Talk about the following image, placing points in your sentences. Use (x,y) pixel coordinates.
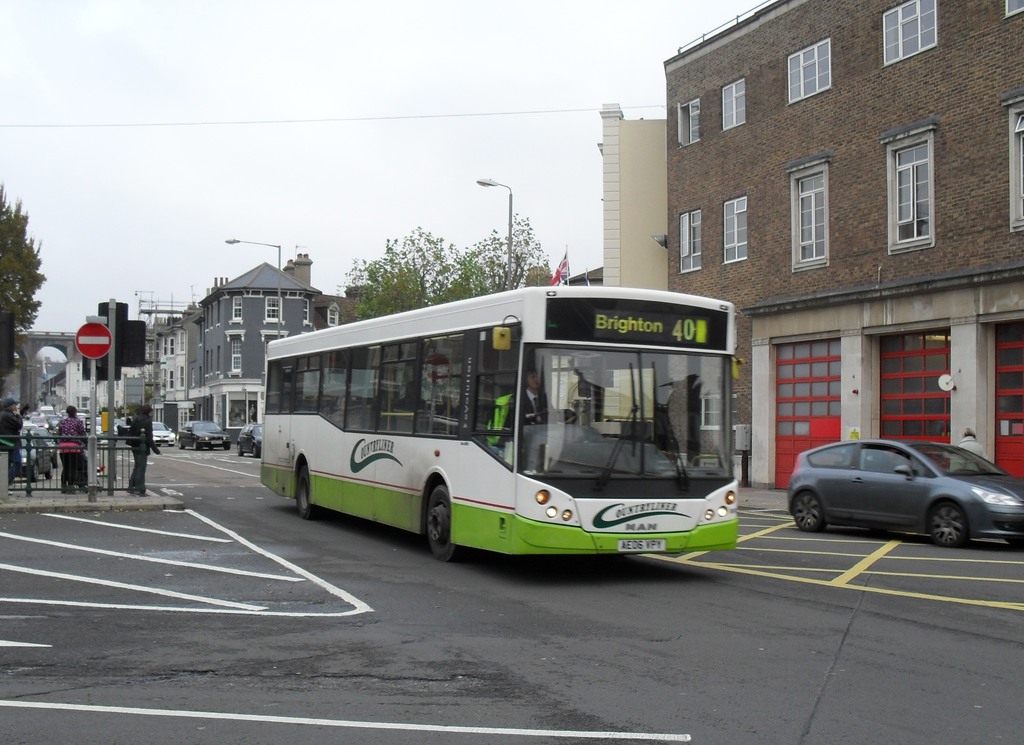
In this image I can see roads (398,538) and on it I can see white lines (155,559), yellow lines (889,551), a white color bus (427,416) and few cars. On this bus (553,407) I can see something is written. In the background (736,228) I can see few buildings (743,300), few trees (374,271), few poles (110,323), street lights (509,228), a flag (565,268), a red color sign board (91,341) and I can see few people (140,468) are standing. I can also see wire (304,122) over here.
